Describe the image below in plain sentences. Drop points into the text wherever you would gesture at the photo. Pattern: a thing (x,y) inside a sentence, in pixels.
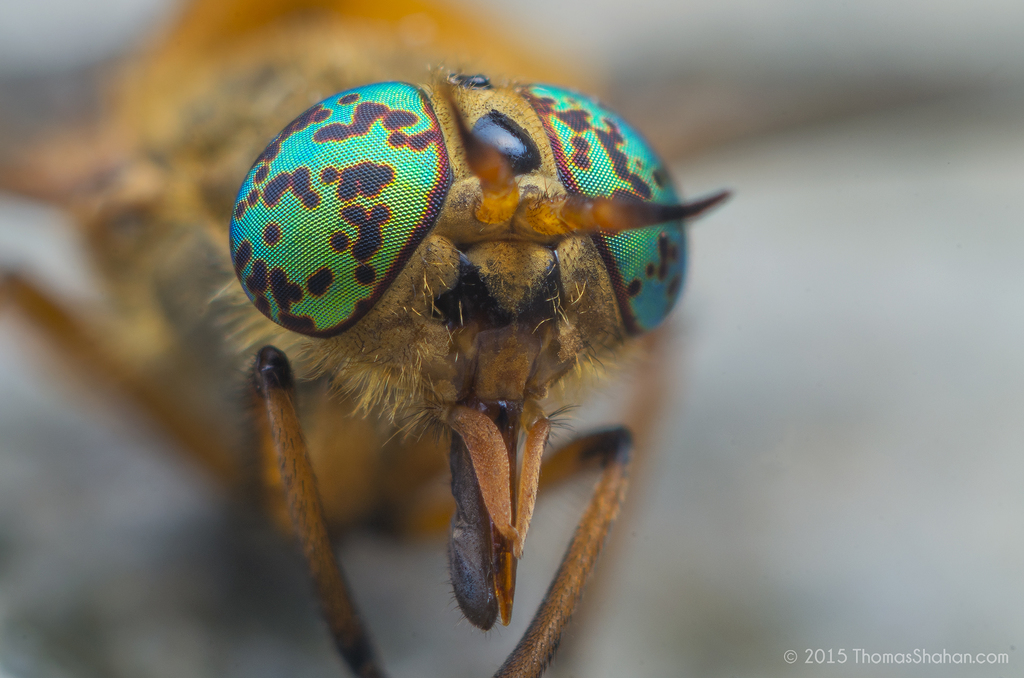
Here in this picture we can see a fly (269,89) present over there.
